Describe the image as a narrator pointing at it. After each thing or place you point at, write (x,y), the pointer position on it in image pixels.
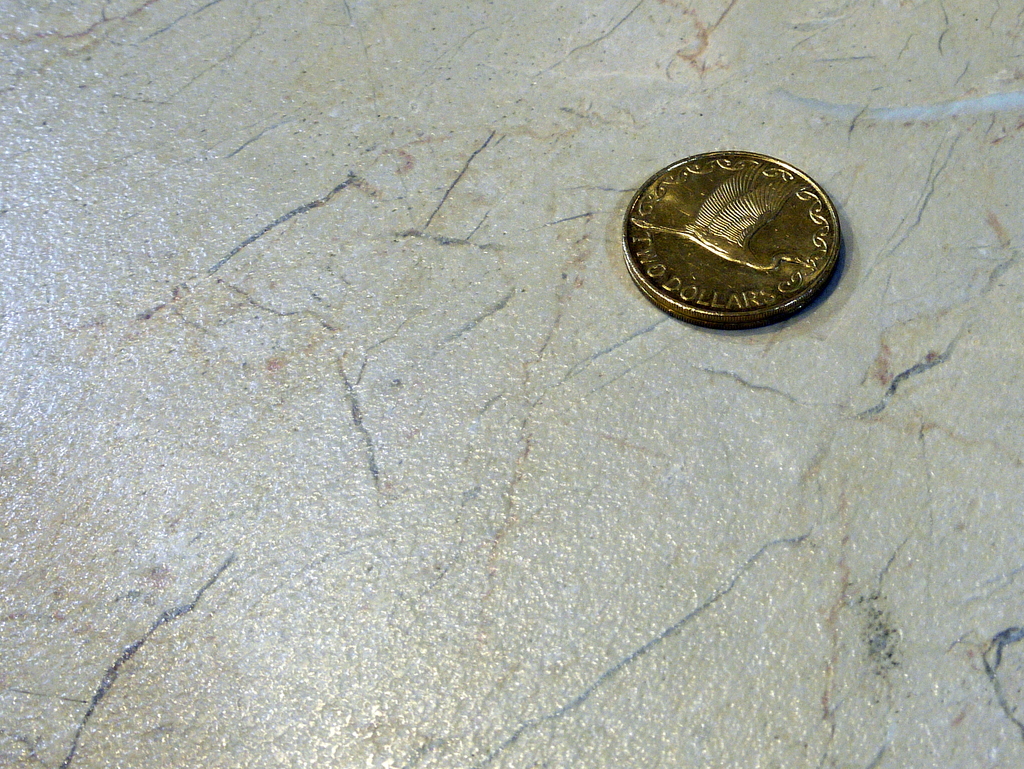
In the image there is a coin (690,258) kept on a surface (324,609).
